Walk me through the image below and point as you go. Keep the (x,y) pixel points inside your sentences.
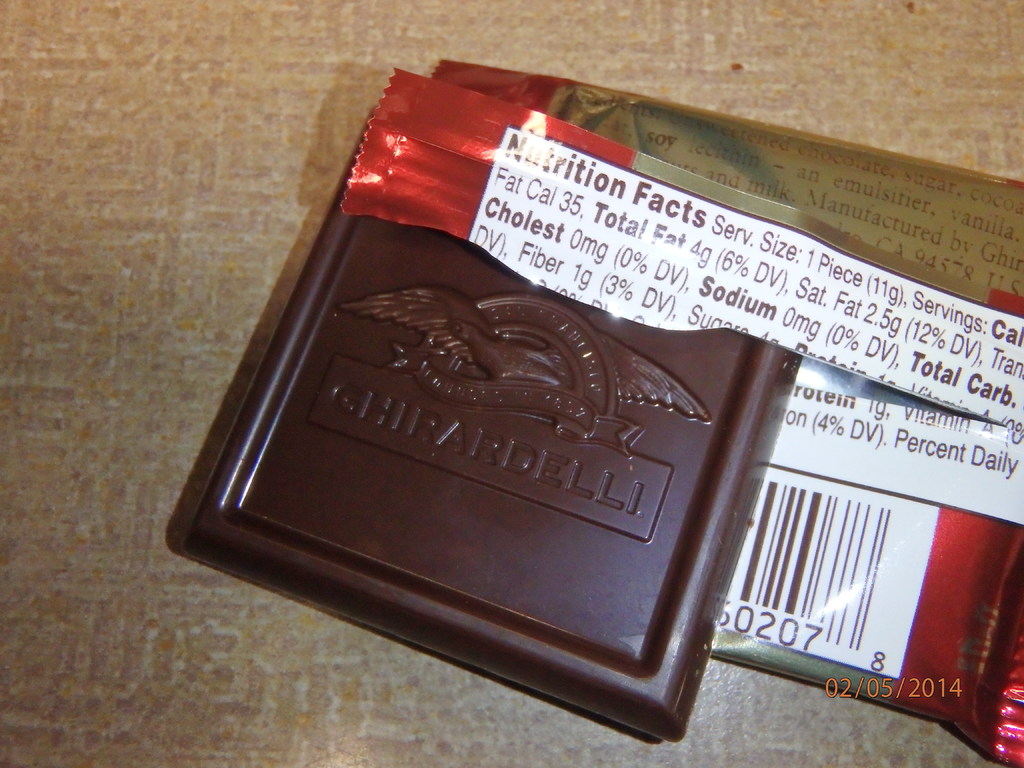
Here in this picture we can see a piece of chocolate (266,393) with wrapper (885,307) present on a table (221,264).
